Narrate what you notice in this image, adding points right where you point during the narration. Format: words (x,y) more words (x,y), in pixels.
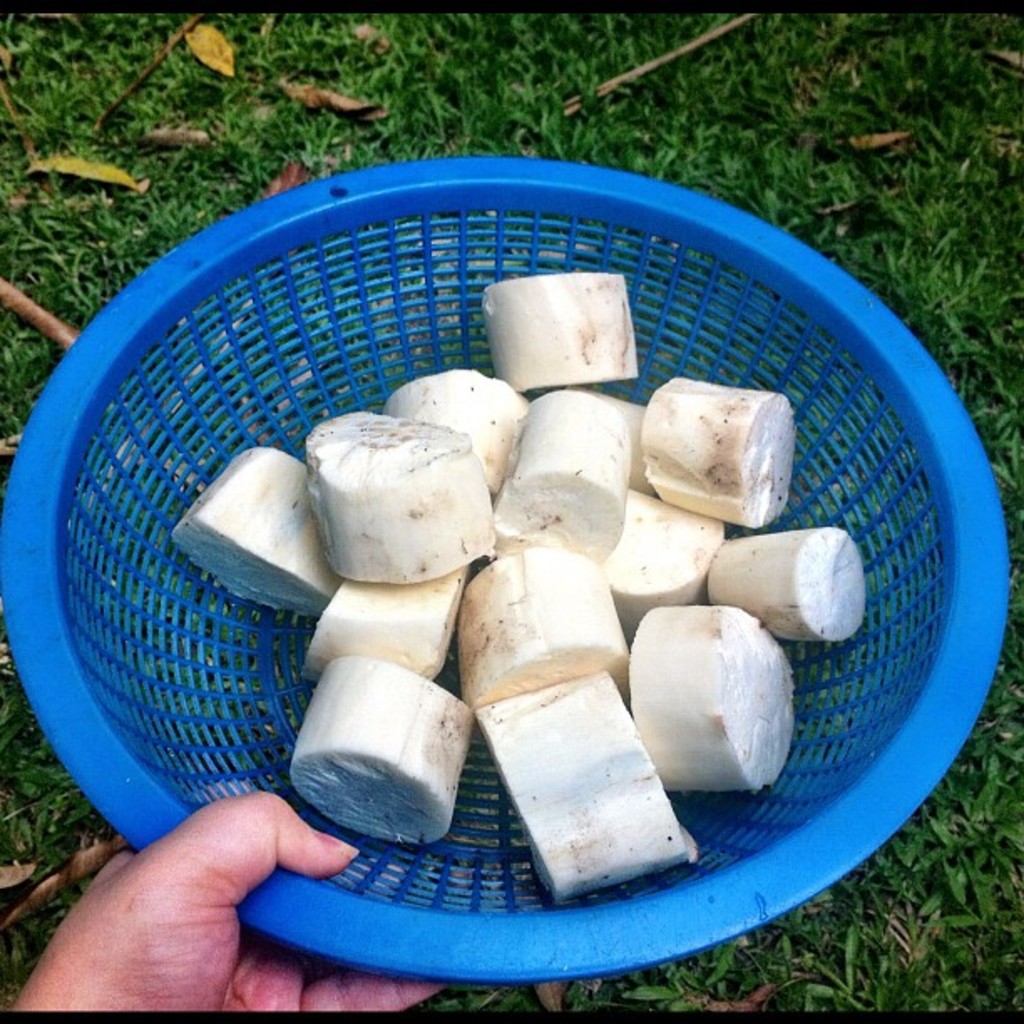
In this image I can see the person (125,905) holding the basket (582,897) and I can see the food (545,701) in the basket (548,906). In the background (710,69) the grass (498,86) is in green color.
